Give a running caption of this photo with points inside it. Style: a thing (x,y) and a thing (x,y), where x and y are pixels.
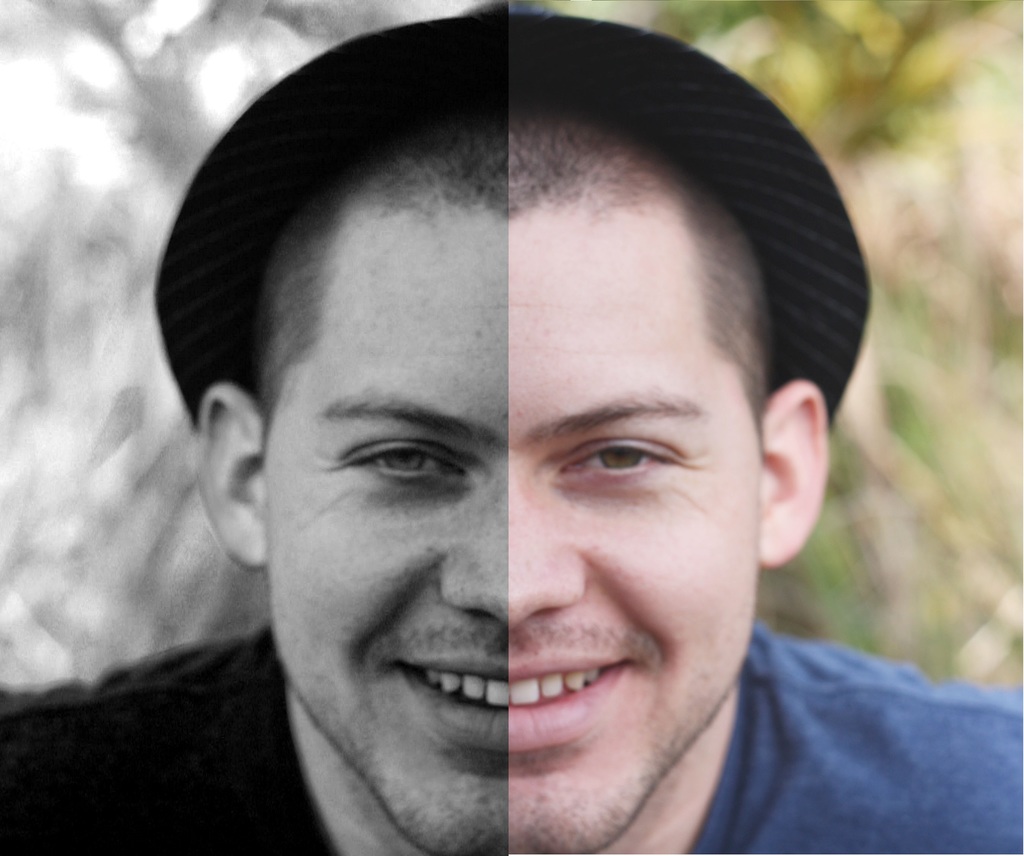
There is a man (538,377) in the center of the image (567,361), he is wearing a hat (293,118), it seems to be an edited image and there is greenery (818,137) in the background area (892,128).
